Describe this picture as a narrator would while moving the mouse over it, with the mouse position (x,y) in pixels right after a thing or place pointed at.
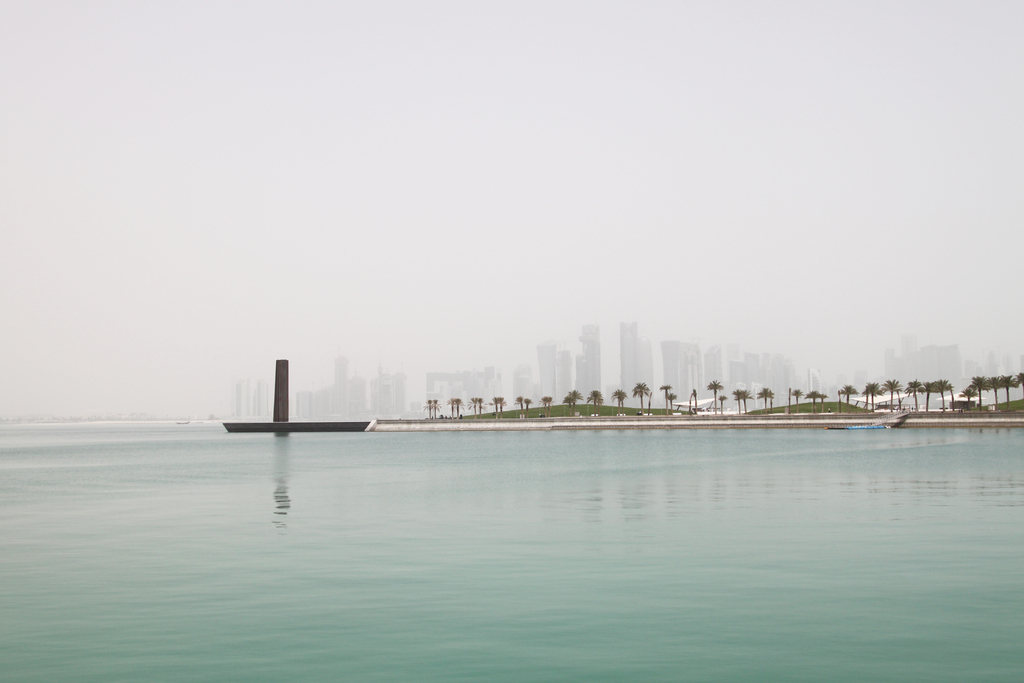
In this image we can see water (348,560). In the back (619,397) we can see trees (764,394). Also there is a pillar (287,389). In the background (549,391) there are buildings (650,344). Also there is sky (652,171).
